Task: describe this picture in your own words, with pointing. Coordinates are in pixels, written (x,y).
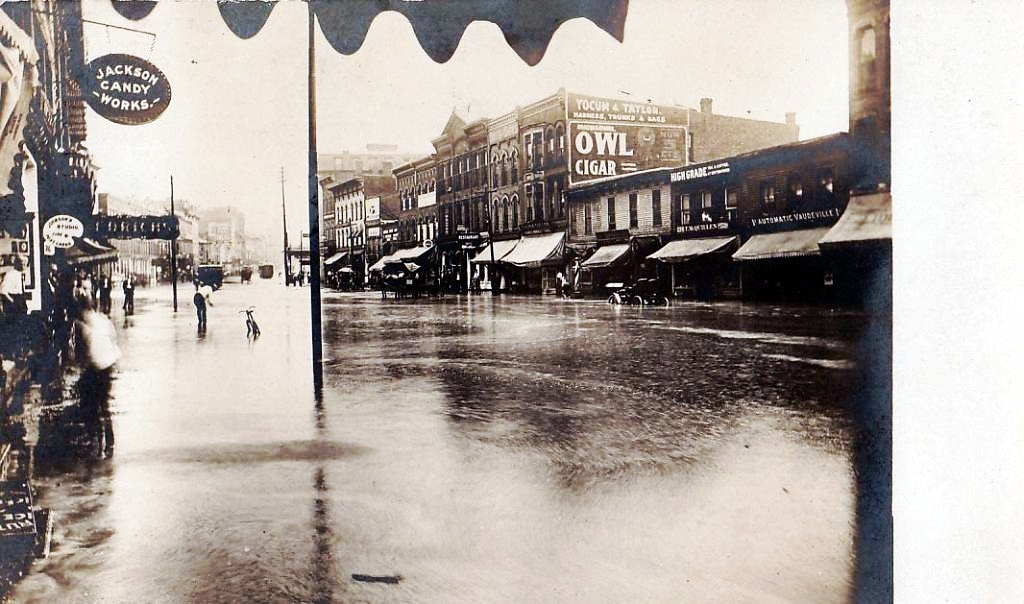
This is a black and white image. In this image, on the right side (820,289), we can see some buildings (599,211), stalls (538,231) and few vehicles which are moving on the road (667,326). On the left side (140,234), we can also see some buildings (6,167), hoardings (127,236), a group of people (131,280). In the middle of the image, we can see a pole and a person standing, vehicles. In the background (235,232), we can also see some buildings (390,229). At the top (392,81), we can see a sky (388,89), at the bottom (505,518), we can see a road (584,422) with some water (459,412).
